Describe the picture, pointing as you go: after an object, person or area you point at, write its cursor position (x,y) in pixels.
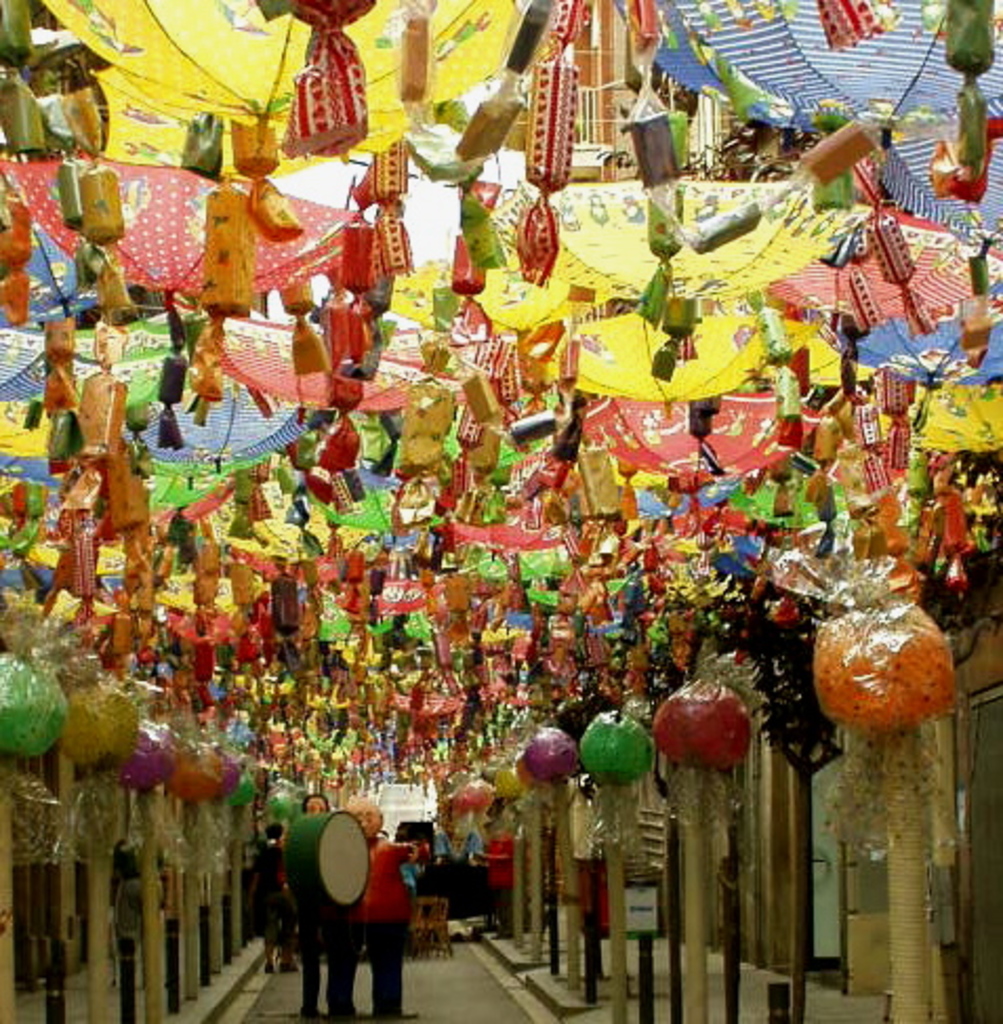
In this image I can see the path (482,969), few pillars (625,990) and few poles (676,972) on both sides of the path (472,945) and few persons (377,836) standing on the path (485,945). I can see number of decorative items (416,487), few buildings (693,147) and in the background (504,181) I can see the sky (420,243).
